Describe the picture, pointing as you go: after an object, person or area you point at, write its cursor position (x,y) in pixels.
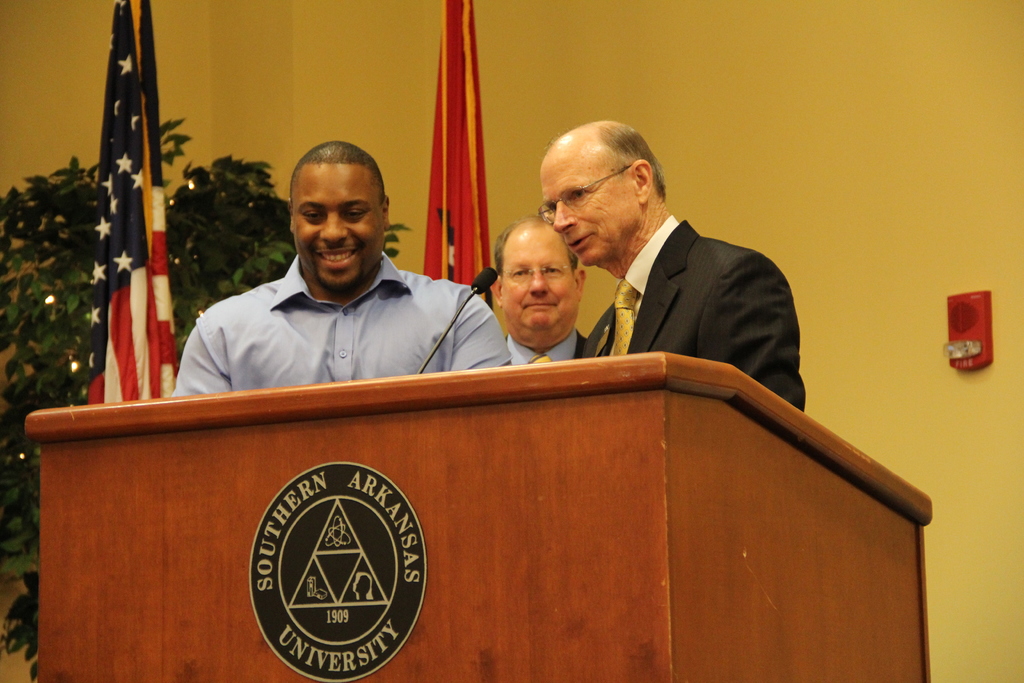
There are three persons (528,272) standing. Two (566,278) are wearing specs (553,218). Also there is a podium (316,441) with mic (471,295). On the podium (343,544) there is an emblem (327,567) with something written. In the back (189,218) there are flags (158,246) and a plant (88,268). In the background (233,61) there is a wall (870,125) with alarm (947,343).
